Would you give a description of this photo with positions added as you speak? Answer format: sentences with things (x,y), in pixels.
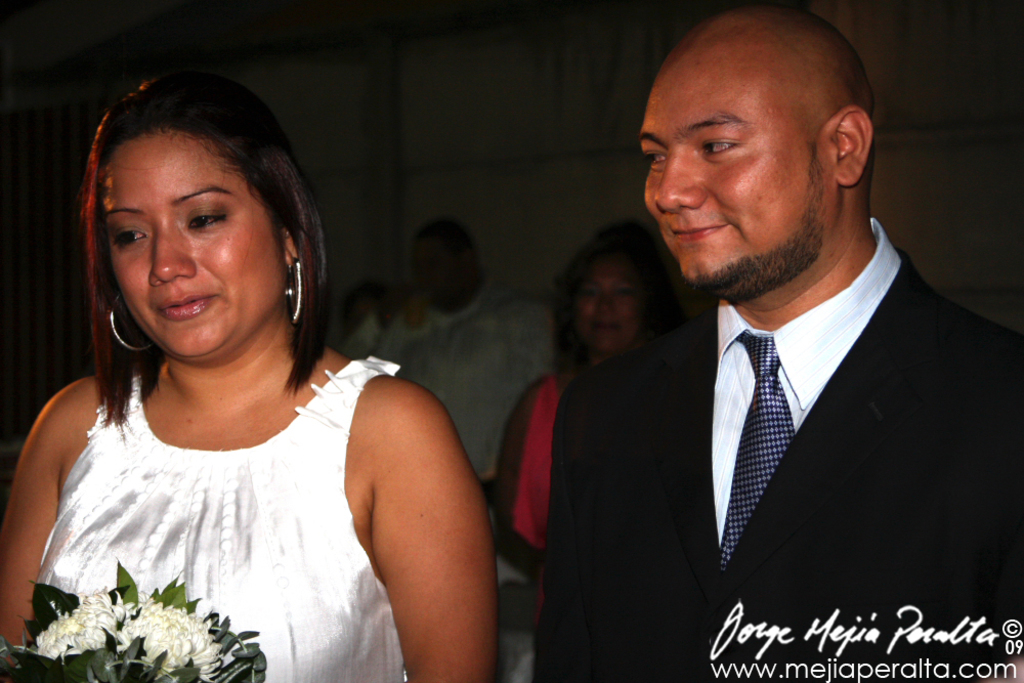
In this image there are people (86,541) one wearing white top (300,630) and holding a bouquet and the other person (757,33) wearing a black coat (640,495) in the foreground (732,516). And there are people (674,286) in the background (403,316).
